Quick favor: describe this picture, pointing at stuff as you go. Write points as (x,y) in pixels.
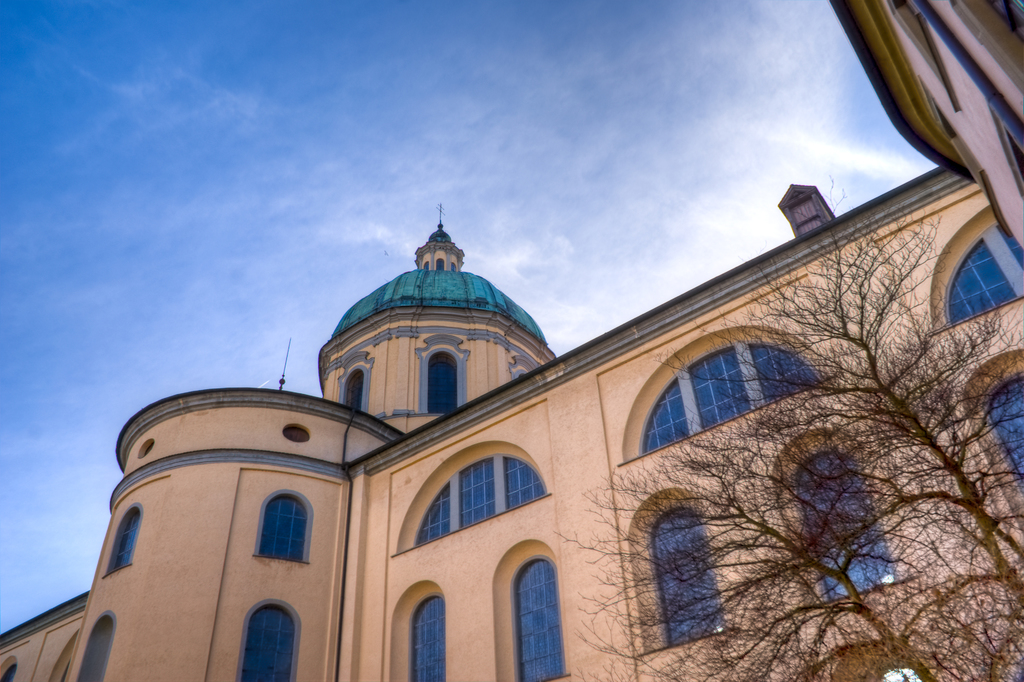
In the center of the image (398,362) there is a building (609,464). On the right (914,648) there are trees (914,601). In the background (275,255) there is sky (305,248).
